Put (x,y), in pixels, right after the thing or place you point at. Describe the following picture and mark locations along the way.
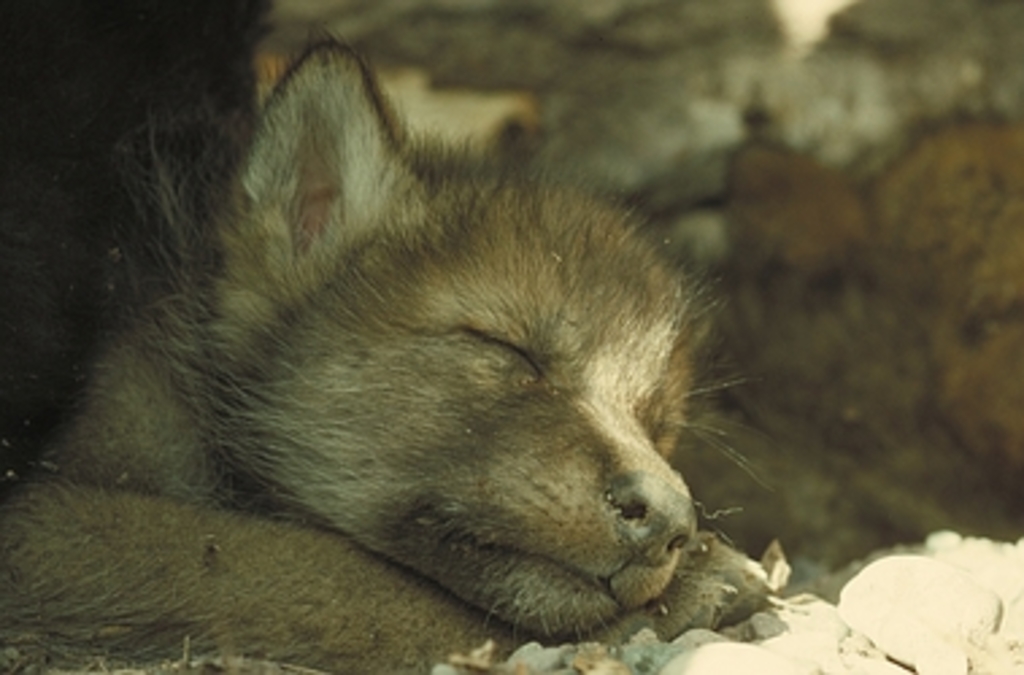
In the image we can see an animal (349,282), stones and the background (630,165) is slightly blurred.
